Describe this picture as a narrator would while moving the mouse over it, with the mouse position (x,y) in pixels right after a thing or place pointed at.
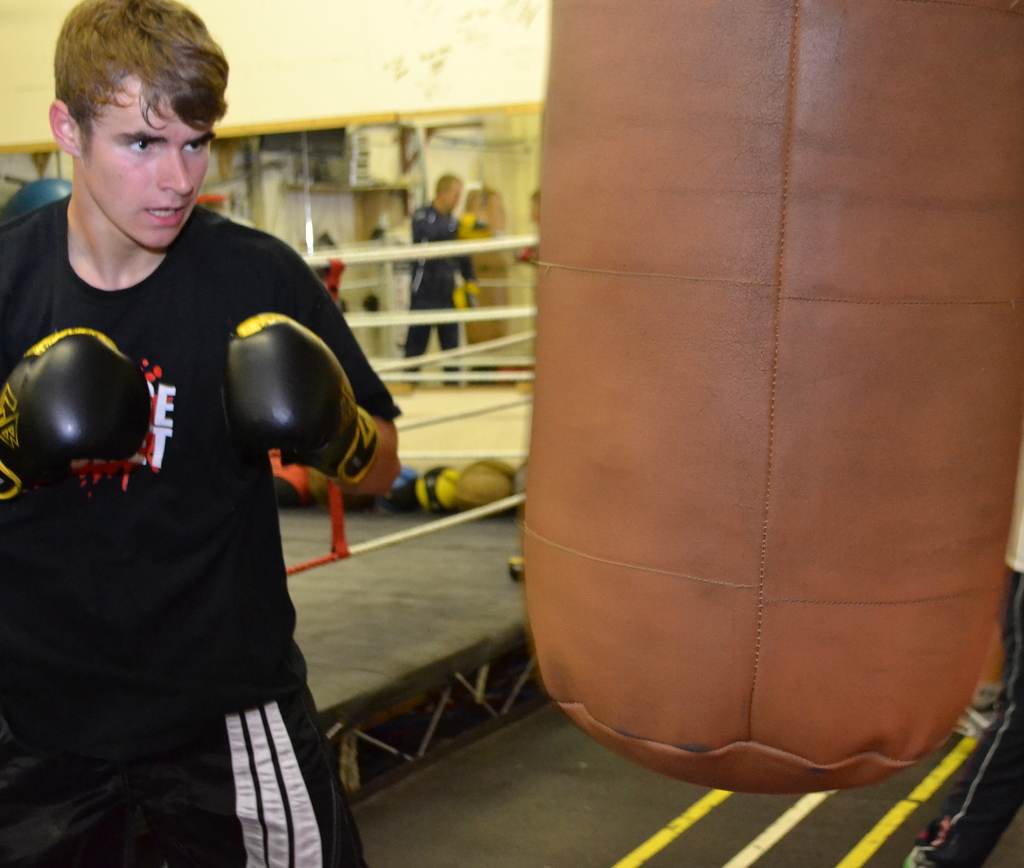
In this picture I can see a man (56,115) with boxing gloves (318,386), there is a punching bag (597,395), there are balls (450,499), ropes (406,367), there are group of people (1002,799) standing and there are some other items (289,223).
